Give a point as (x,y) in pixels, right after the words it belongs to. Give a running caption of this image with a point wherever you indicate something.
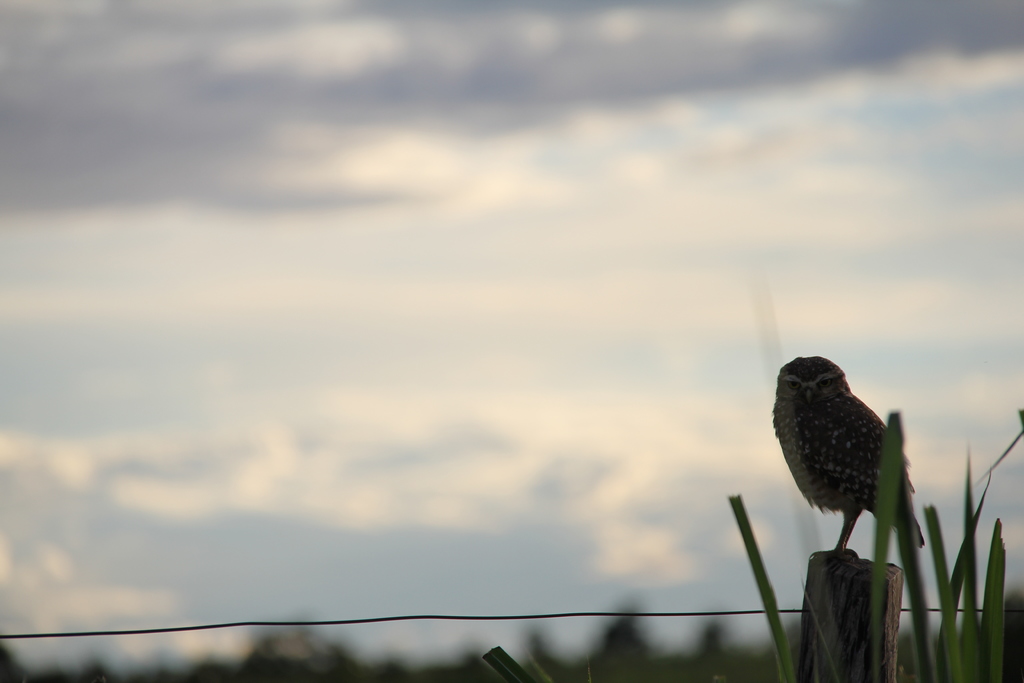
In the picture I can see a bird (815,479) is standing on an object (871,581). I can also see a wire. The background of the image (690,648) is blurred.
